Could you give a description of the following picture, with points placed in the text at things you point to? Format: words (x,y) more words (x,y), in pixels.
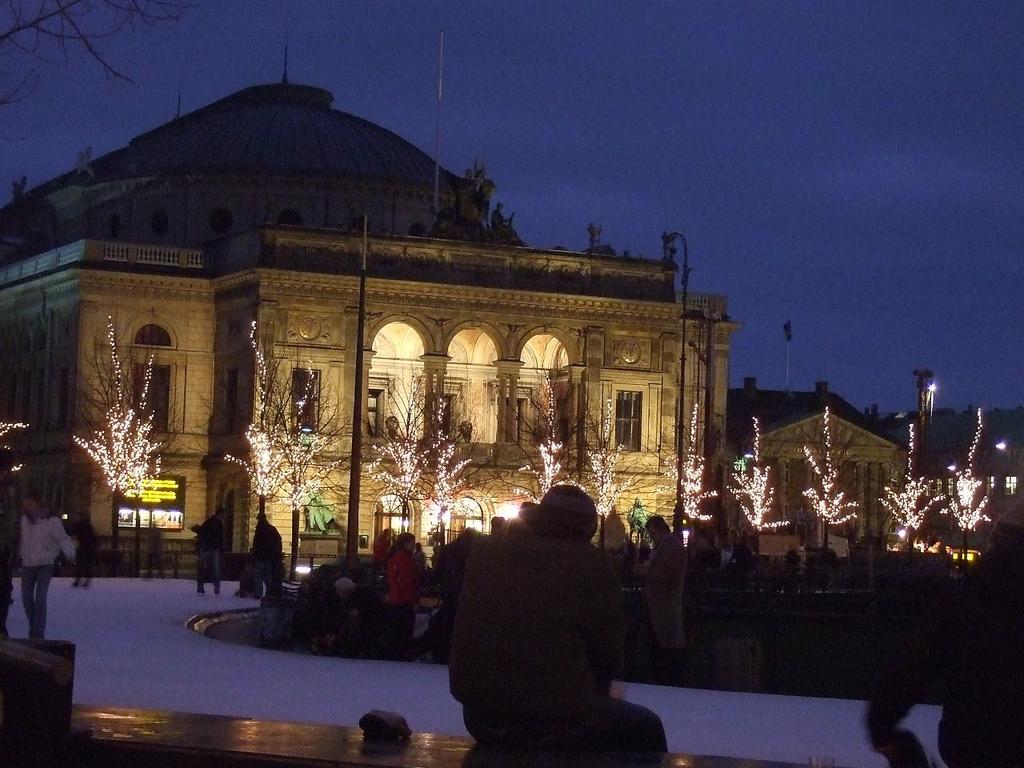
In this image on a path (145,660) few people (310,646) are walking. Here there are few people (461,563). In the background (413,450) there are buildings (659,424), trees (249,436). On the trees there are lights (138,441). The sky (745,193) is clear.
